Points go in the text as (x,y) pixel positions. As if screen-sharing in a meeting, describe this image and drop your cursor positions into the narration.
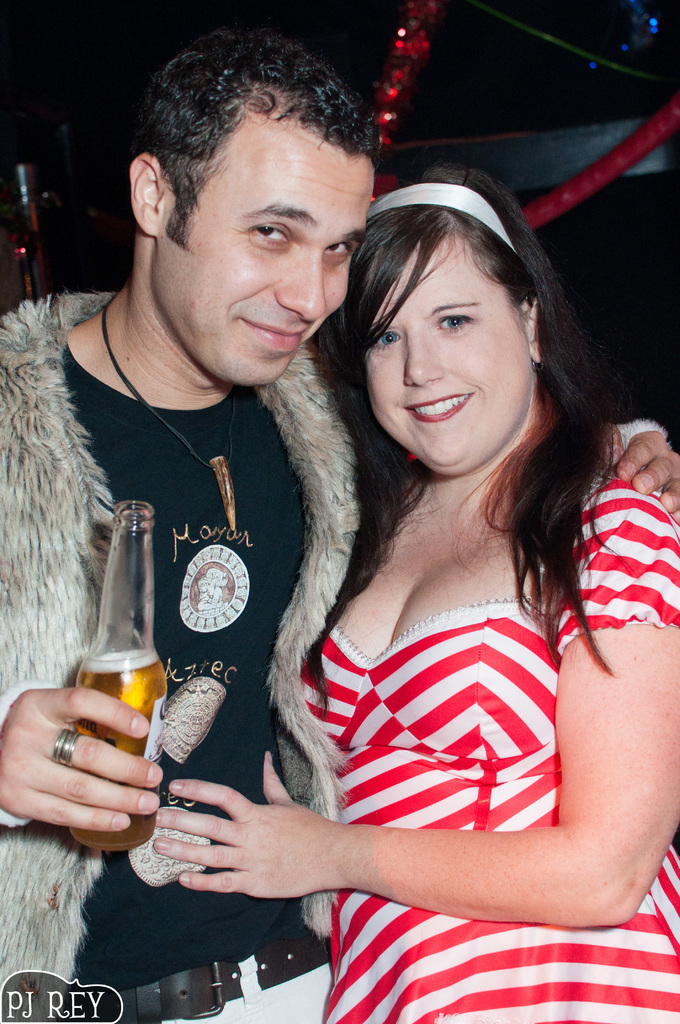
In this image we can see two persons (279,705) standing and the man (173,625) is holding a bottle (129,531).
